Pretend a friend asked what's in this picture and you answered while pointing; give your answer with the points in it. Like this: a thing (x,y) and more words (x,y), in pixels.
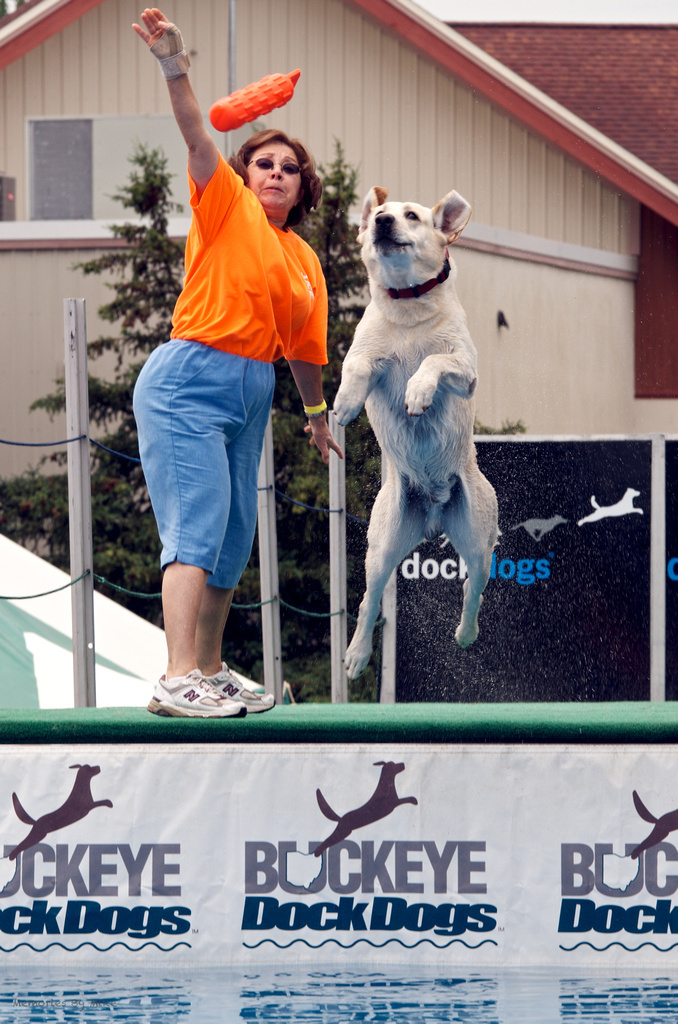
This picture shows a woman (179,363) standing and throwing something (257,104) into the air (608,16) and we see a dog (438,467) jumping to hold it and we see water (5,987) and tree (158,266) and a building (573,109) on the back (566,143).
